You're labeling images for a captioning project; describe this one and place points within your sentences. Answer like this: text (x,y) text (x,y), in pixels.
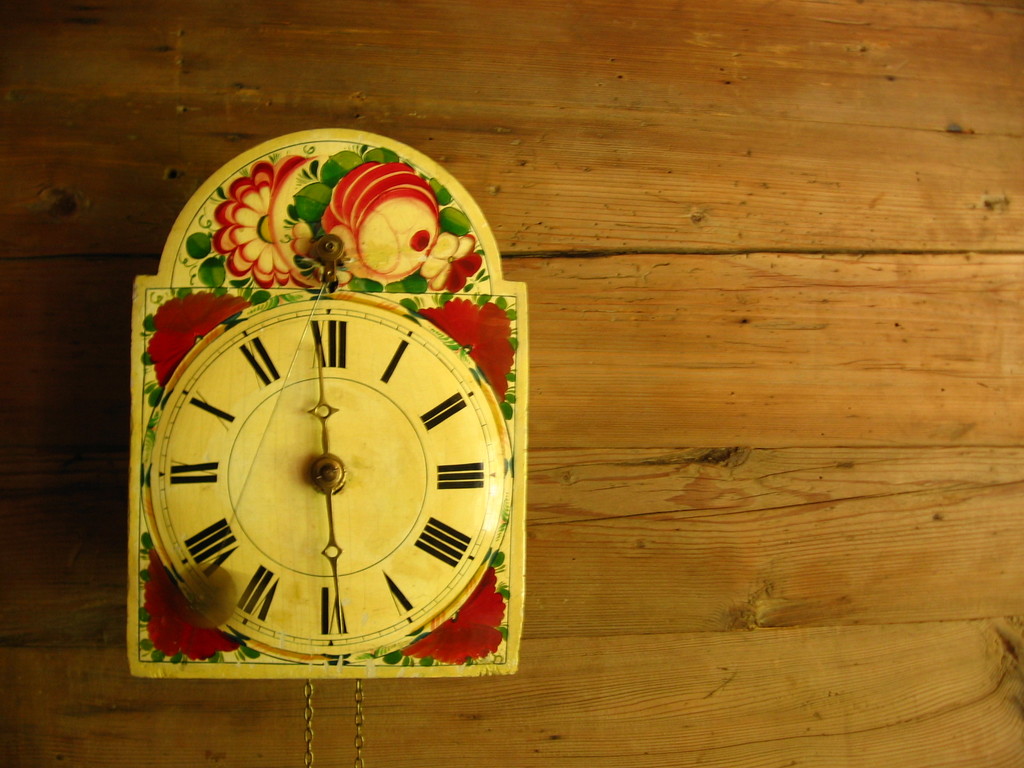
In this image we can see a wall clock (333,447) on the wooden wall (564,312), also we can see a chain (360,734).
